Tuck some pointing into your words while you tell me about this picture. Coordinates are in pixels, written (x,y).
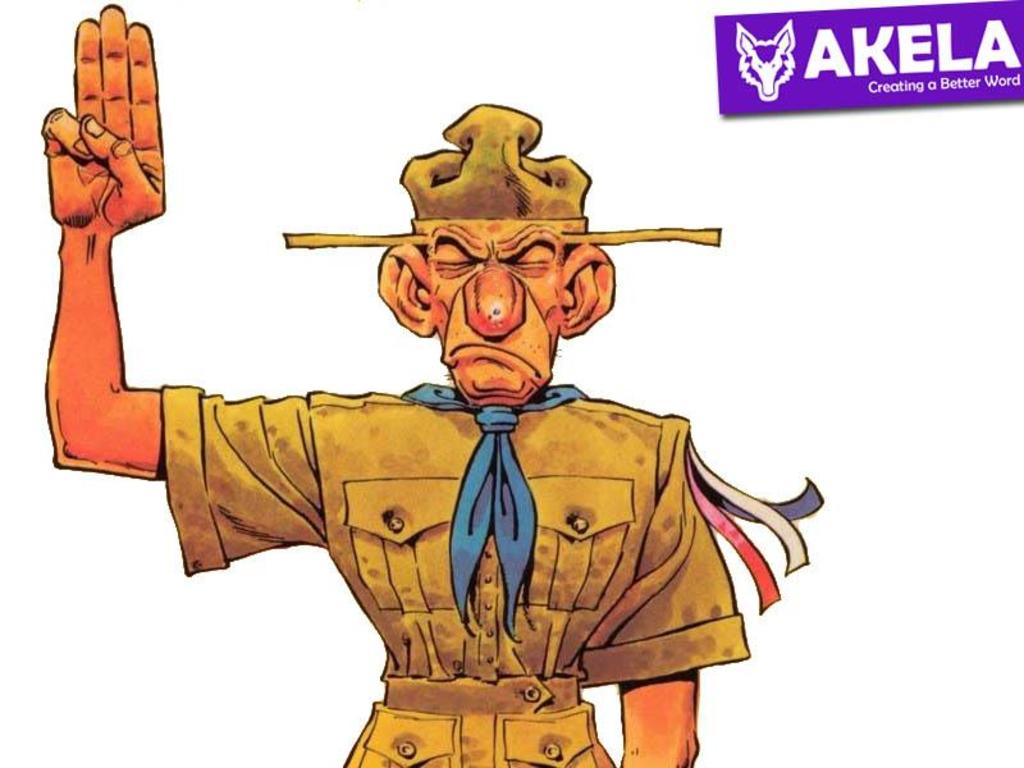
This image consists of an animated picture. In which we can see a man (442,388) and a logo (852,27).
